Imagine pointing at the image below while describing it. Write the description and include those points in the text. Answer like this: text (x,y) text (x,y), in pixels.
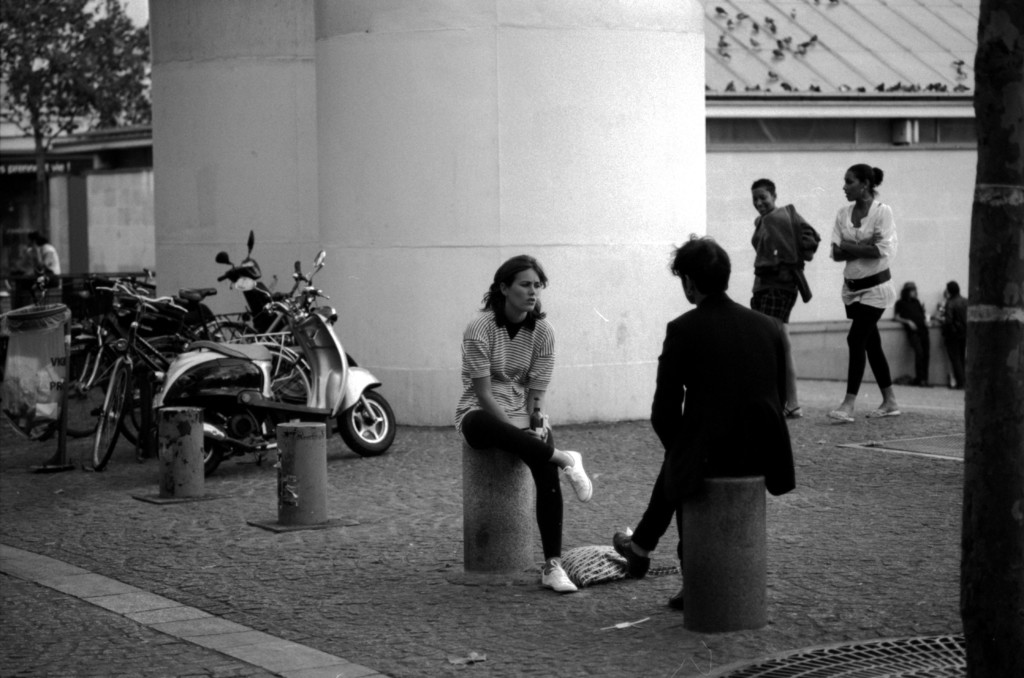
It is a black and white picture, on the footpath (368,565) there are some vehicles (165,334) parked beside a big pillar (466,195) and in front of the pillar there are two people (537,469) sitting on the cement posts (486,518) and beside the big pillars (670,246) there are some people (758,247) walking on the footpath (821,506). In the background (85,89) there is a tree (82,51).
